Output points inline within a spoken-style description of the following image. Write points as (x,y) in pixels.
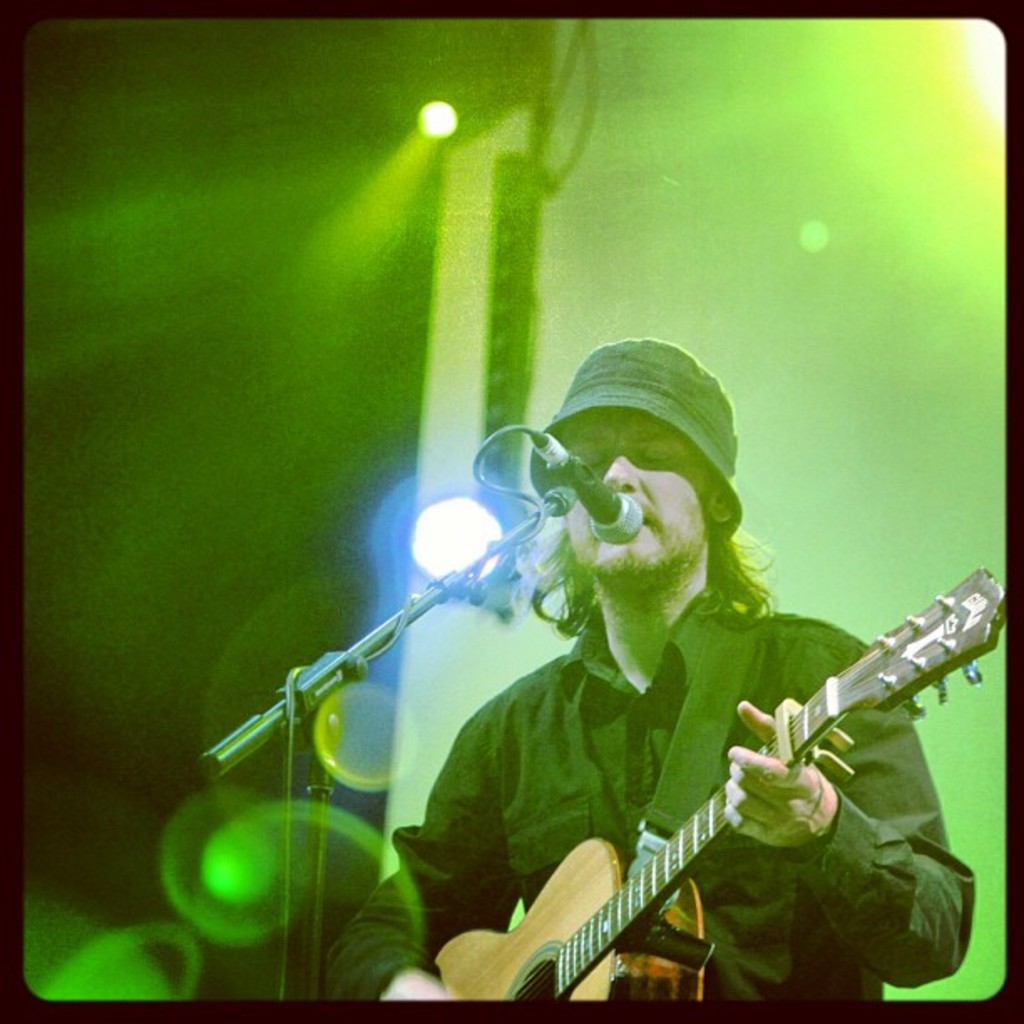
In this picture a black shirt guy (525,739) is playing a guitar (585,885) and singing with a mic (581,476) placed in front of him. In the background (447,105) we observe green lights (447,118) attached to the roof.
